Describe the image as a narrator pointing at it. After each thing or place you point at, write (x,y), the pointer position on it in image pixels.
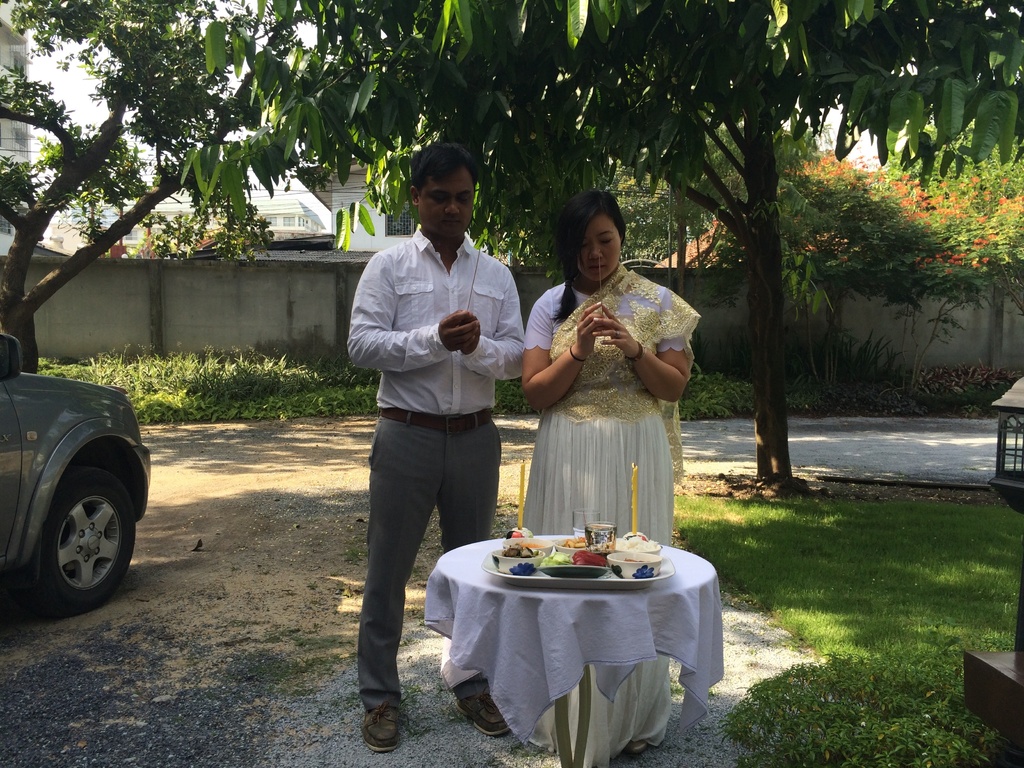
In this image I can see a man (497,349) and a woman (546,372) are standing. I can also see a table (690,583) and on this table (666,585) I can see a plate (658,573), a cup (611,536), few bowls (500,555) and candles (635,497). In the background (128,478) I can see a vehicle (109,464), few trees (263,178) and few buildings (293,221).
